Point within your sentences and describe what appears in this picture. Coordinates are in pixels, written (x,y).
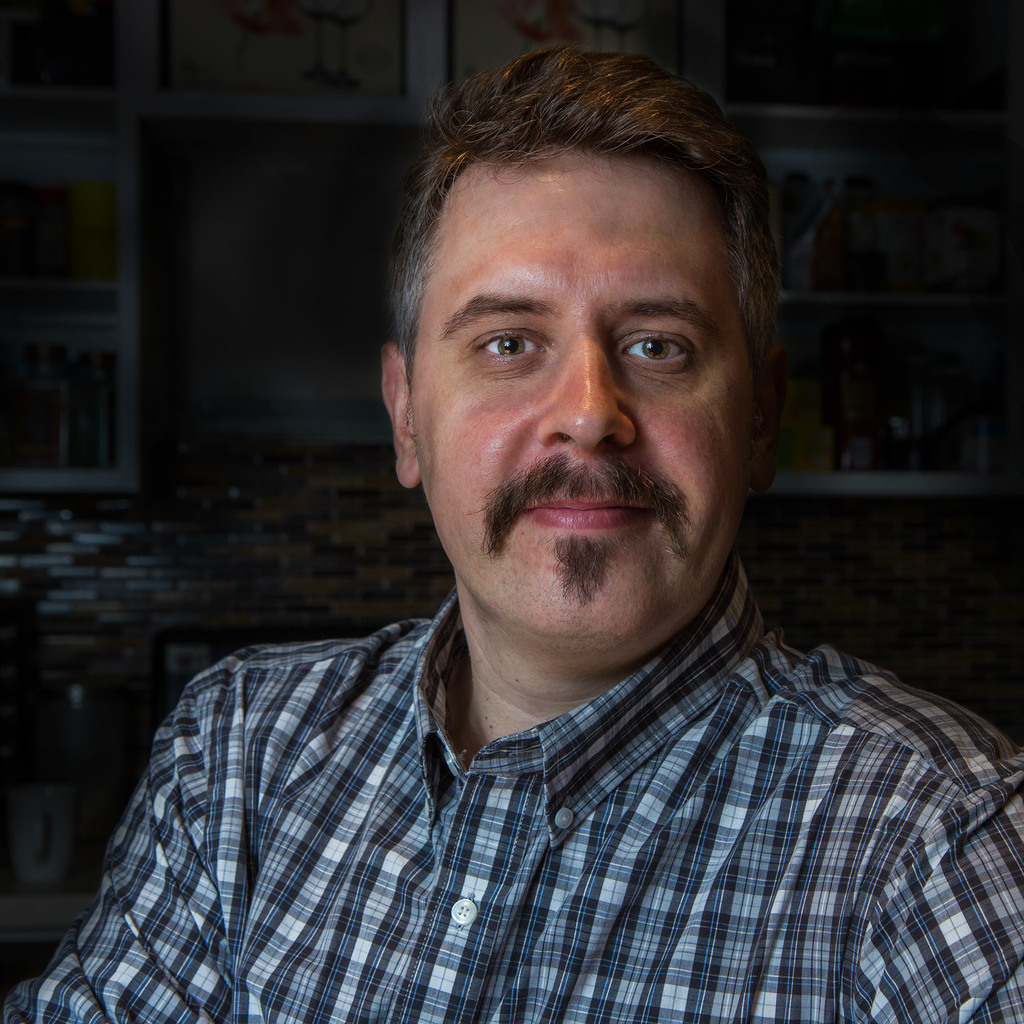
In this image I can see there is a person (374,809) smiling and there is a dark background (263,27).
